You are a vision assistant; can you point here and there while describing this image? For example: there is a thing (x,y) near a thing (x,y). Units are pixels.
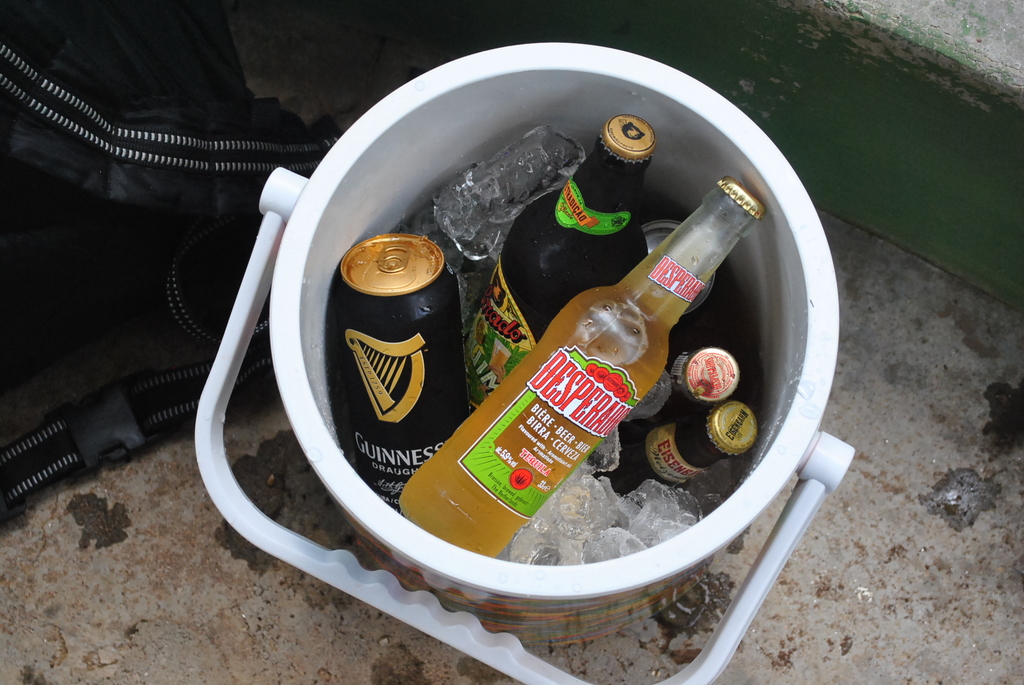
In this image I can see a white color bucket (324,433) which consists of some bottles (509,446), beer tin (400,308) and ice (499,218). This bucket (335,473) is placed on the floor (291,615). Beside there is a black color cloth (116,274). On the top of the image (855,51) there is a wall (966,77).
